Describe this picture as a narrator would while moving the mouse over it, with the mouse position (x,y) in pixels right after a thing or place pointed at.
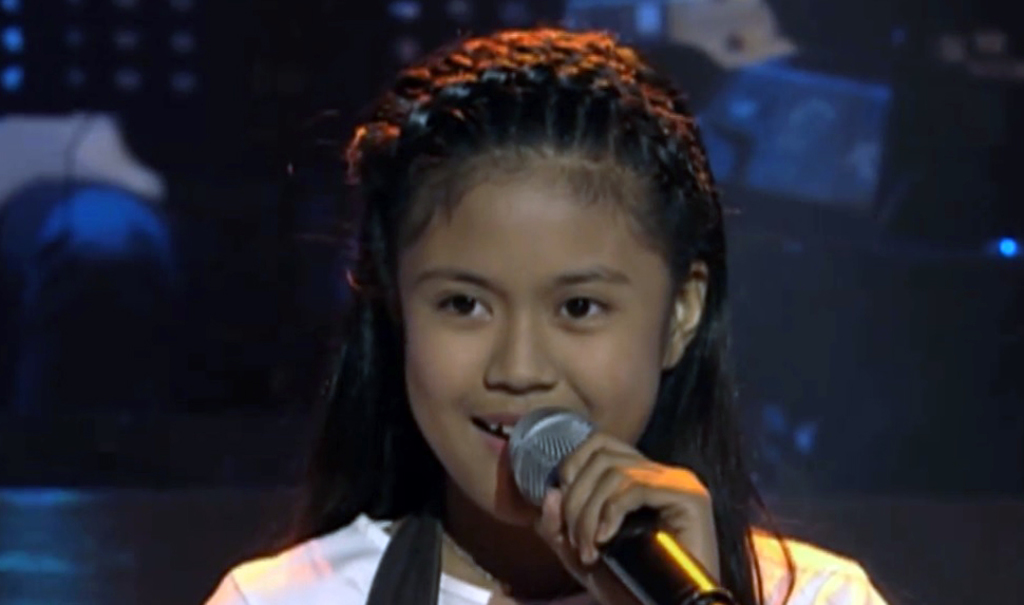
I can see a girl (476,405) standing and singing a song holding a mike (557,485). she is wearing a white dress (348,582) and having a long hair (358,452).
